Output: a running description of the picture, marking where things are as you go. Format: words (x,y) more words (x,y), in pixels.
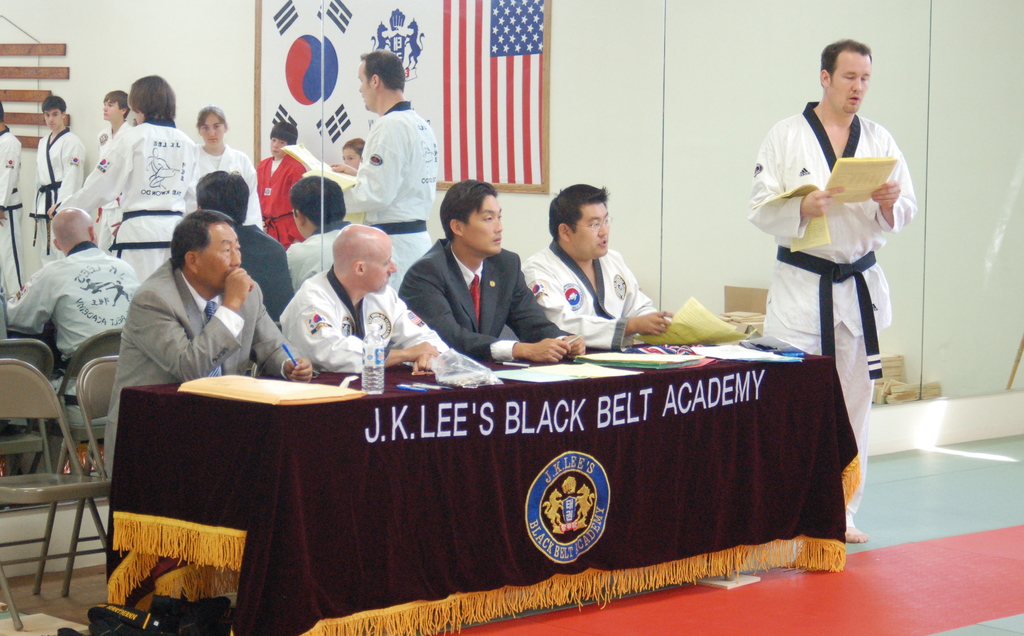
One person (803,156) wearing a karate dress (854,225) and holding a paper (852,162) and reading it. Four people (543,282) are sitting over the chair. There is one table (625,399). One bottle (382,365) is there on the table (411,403). Some papers (544,373) are there on the table (673,352). And in the background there is a mirror (278,148). And on the table (520,392) there is a tablecloth (575,493). Something is written over there.
